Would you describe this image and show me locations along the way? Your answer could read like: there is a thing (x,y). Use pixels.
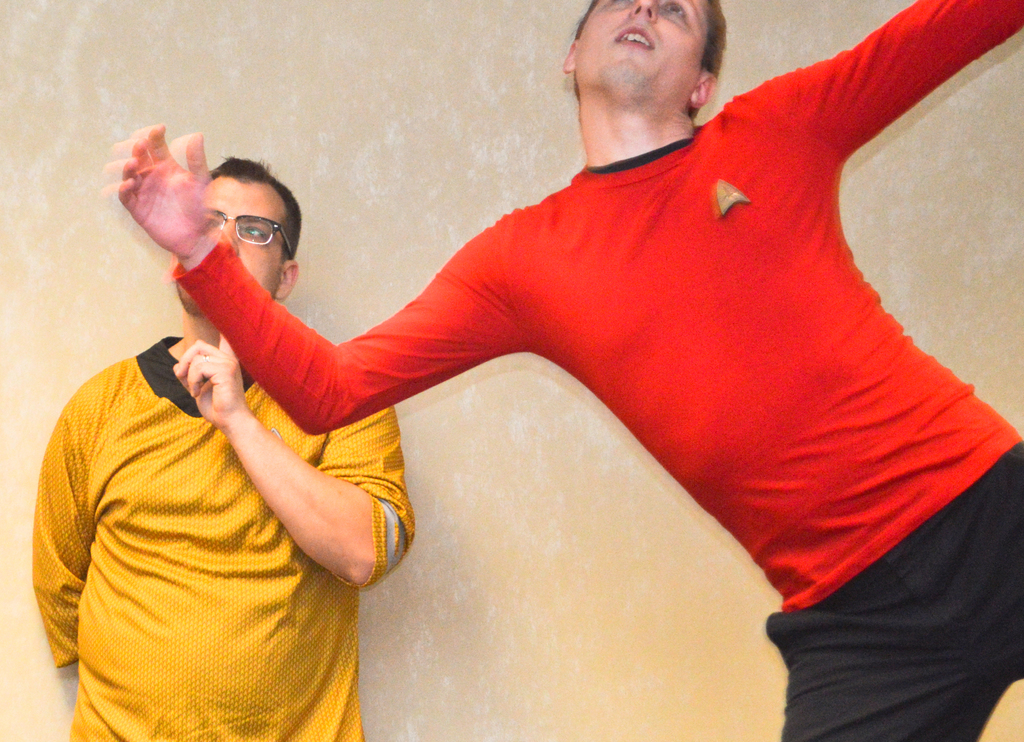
In this image we can see two men (255,326) standing. In that a man (267,446) is wearing glasses (249,215). On the backside (414,125) we can see a wall (402,102).
